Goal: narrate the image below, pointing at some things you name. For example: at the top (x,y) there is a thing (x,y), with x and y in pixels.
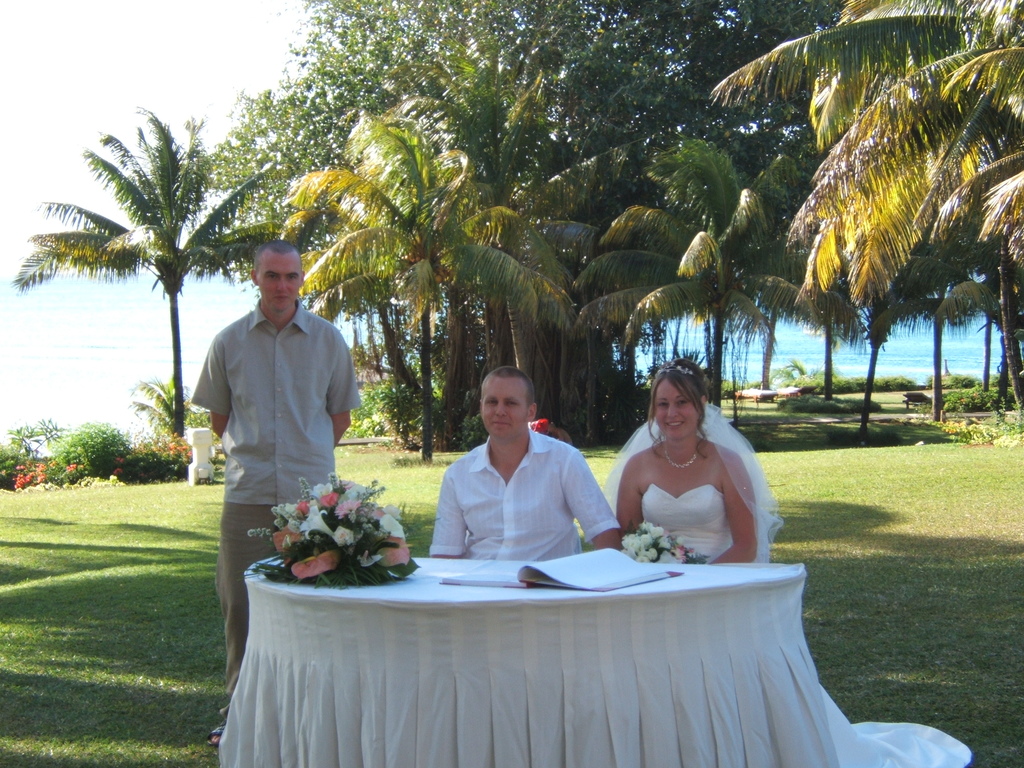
In this picture we can see man (525,498) and woman (695,380) sitting and here man (284,405) standing and this three (308,353) are smiling and in front of them there is table (540,606) and on table (606,593) we can see book (540,572), flower bouquets (342,542) and in background (227,244) we can see trees (656,260).
